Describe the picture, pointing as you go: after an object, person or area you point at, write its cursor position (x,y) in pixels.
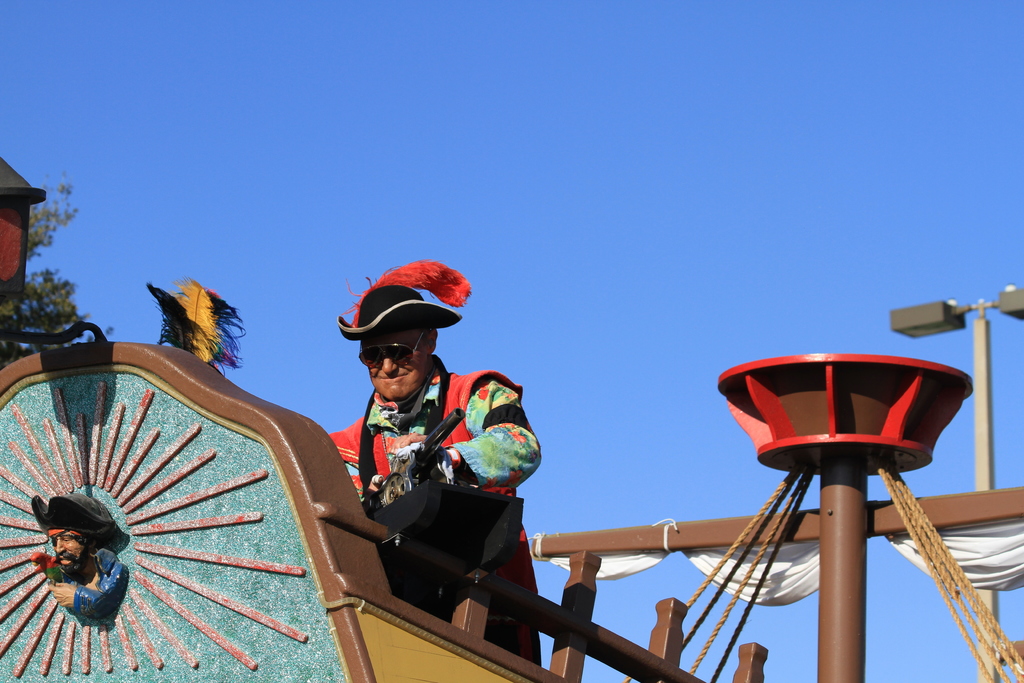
There is a pirate ship (342,531) and a person (374,352) standing in that ship (412,498), in the background (331,245) there is a blue sky (549,182).
